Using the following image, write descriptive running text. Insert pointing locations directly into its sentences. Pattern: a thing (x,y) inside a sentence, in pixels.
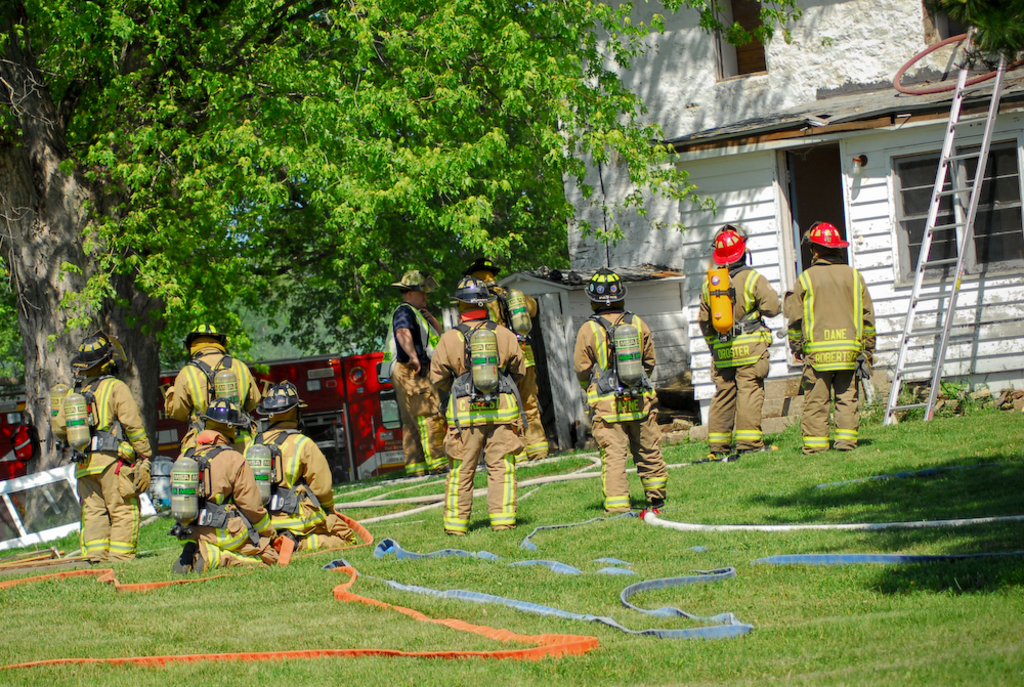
In this image there are fire men (757,396) with pipes (653,523), in the background (185,61) there is a tree (445,162) and a house (961,144), to that house (994,322) there is a ladder (935,400).
